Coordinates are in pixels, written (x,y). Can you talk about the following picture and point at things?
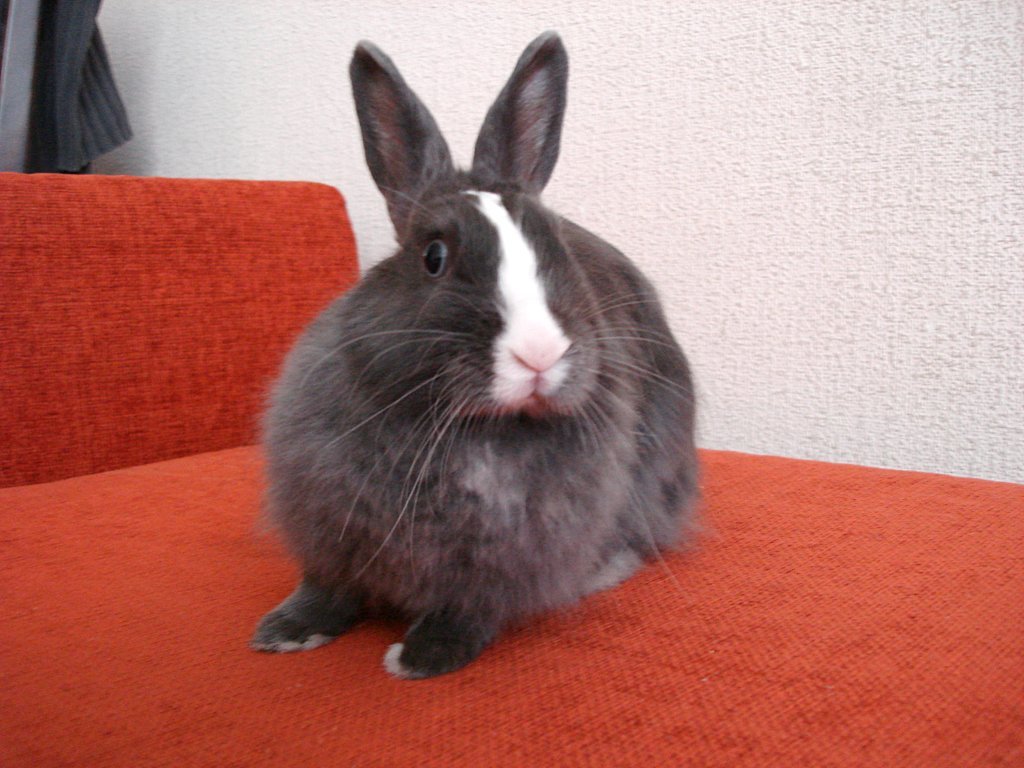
Above the red couch (376,725) there is a rabbit (663,463). In the background (864,346) we can see white wall (229,138) and woolen cloth (69,142).
